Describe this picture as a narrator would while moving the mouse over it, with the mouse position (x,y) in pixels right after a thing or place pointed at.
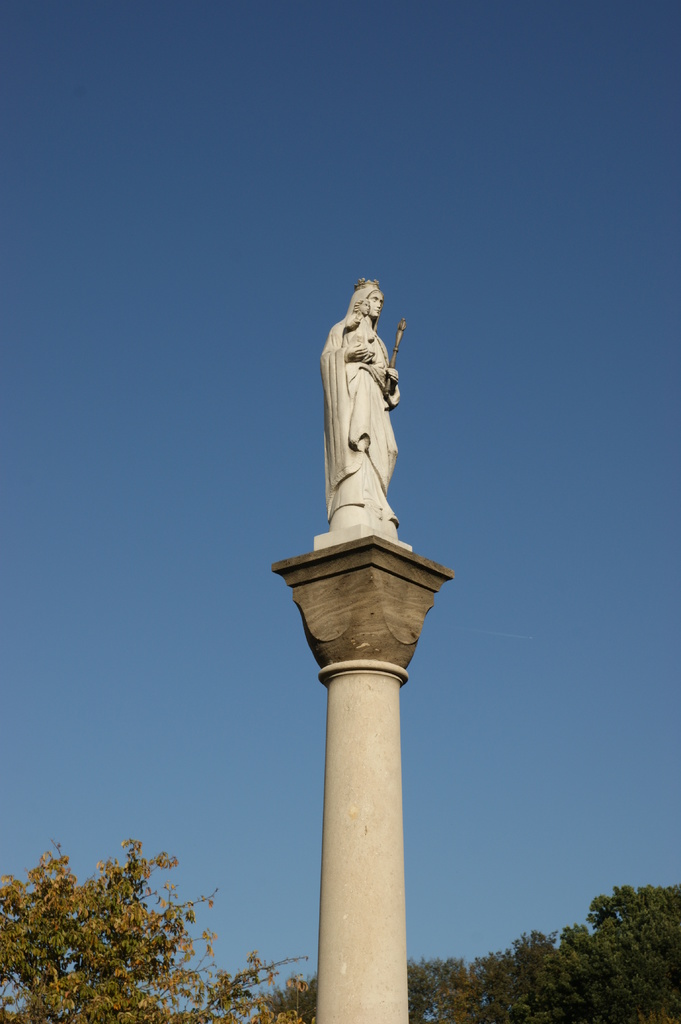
In the center of the image (364,477) we can see a sculpture (365,486). At the bottom (109,962) there are trees (200,964). In the background (547,682) there is sky (509,524).
